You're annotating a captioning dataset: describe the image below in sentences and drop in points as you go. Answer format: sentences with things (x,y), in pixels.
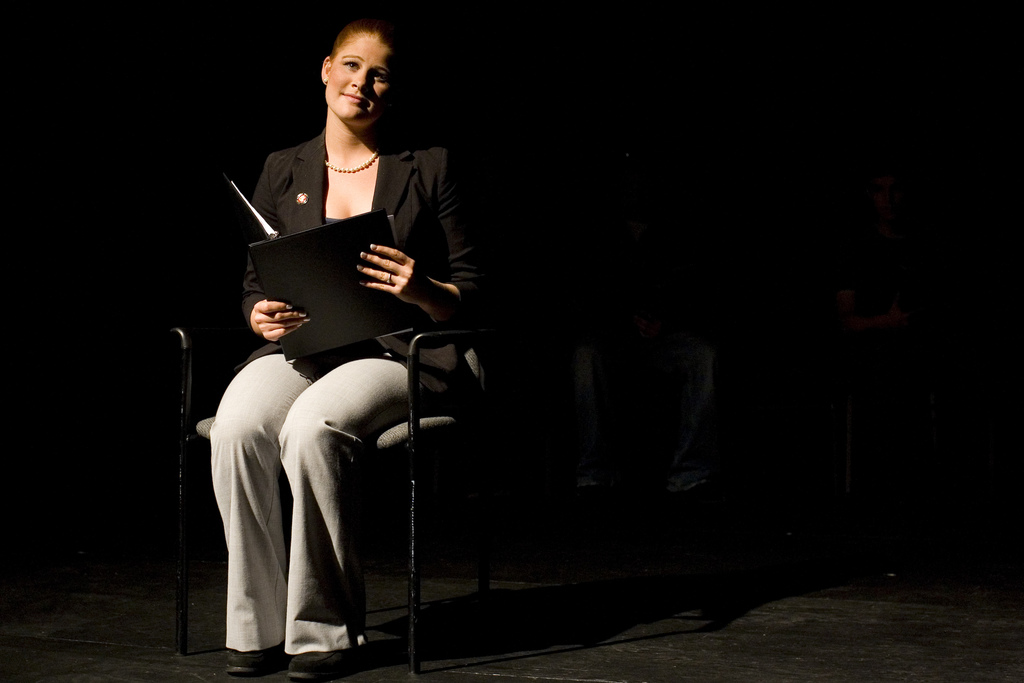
In this picture I can see a woman (316,465) is sitting on a chair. The woman (343,90) is wearing a necklace (353,169), black color jacket (396,204) and white color pant (297,520). The background (676,223) is dark.
